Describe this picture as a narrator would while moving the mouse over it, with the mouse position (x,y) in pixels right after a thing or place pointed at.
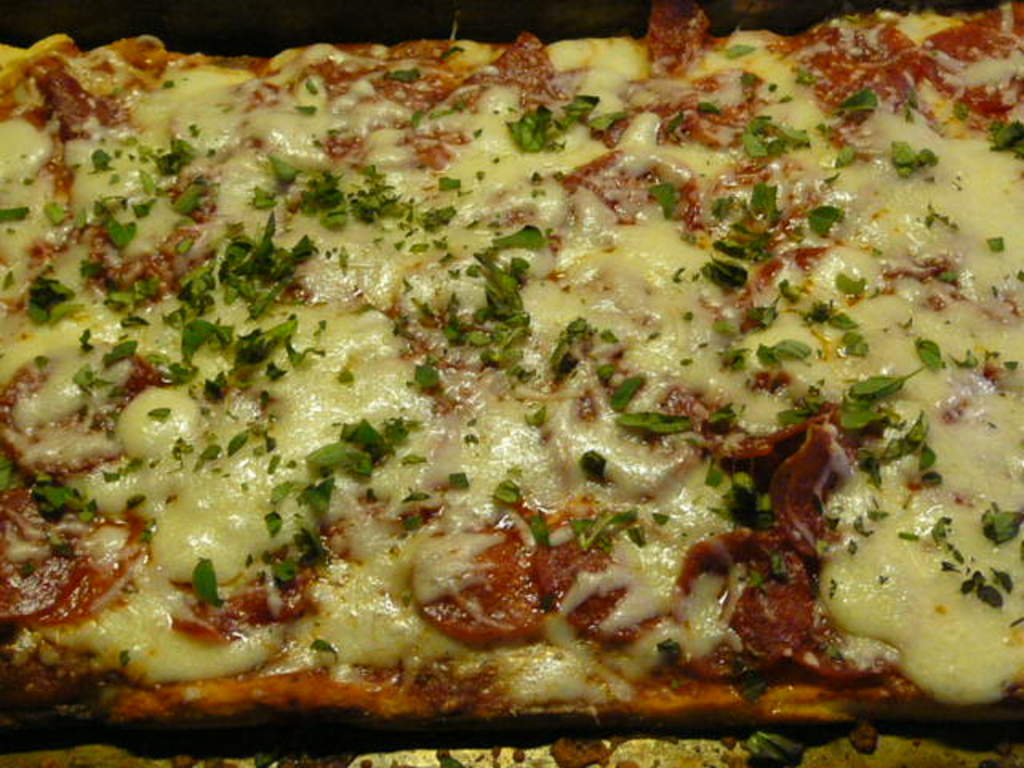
In this image there is a food item (372,619) with cheese (420,453) on the tray (395,745).
